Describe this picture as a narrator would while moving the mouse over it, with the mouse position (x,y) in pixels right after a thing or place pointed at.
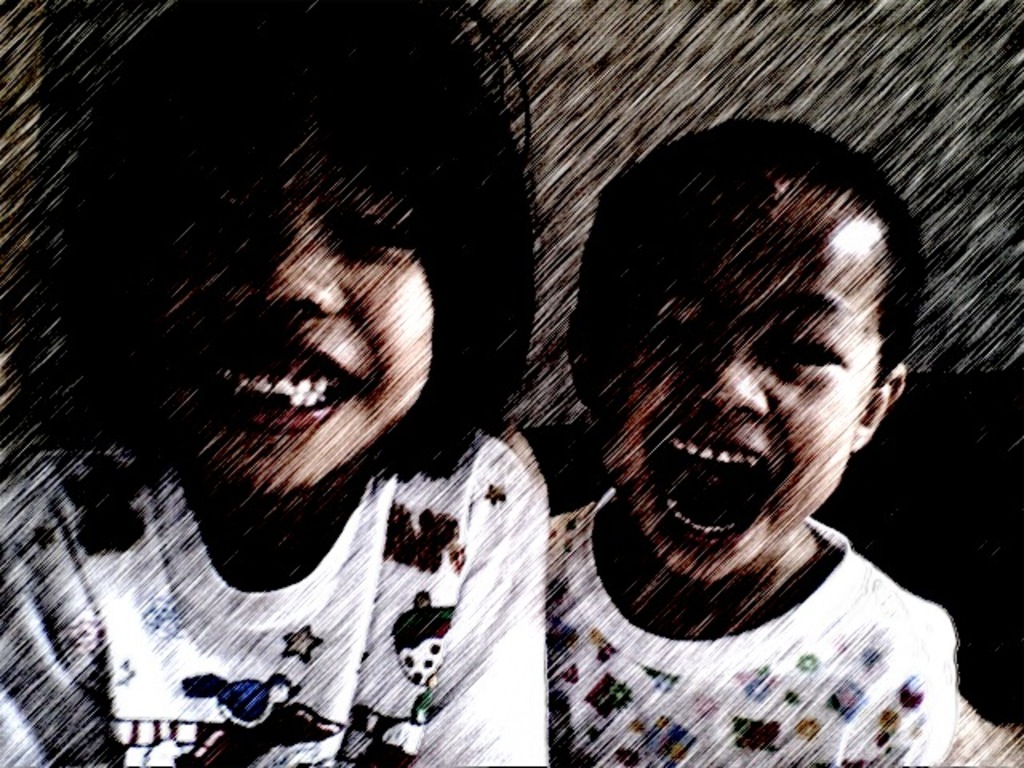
In this image there are persons (474,432) smiling.
